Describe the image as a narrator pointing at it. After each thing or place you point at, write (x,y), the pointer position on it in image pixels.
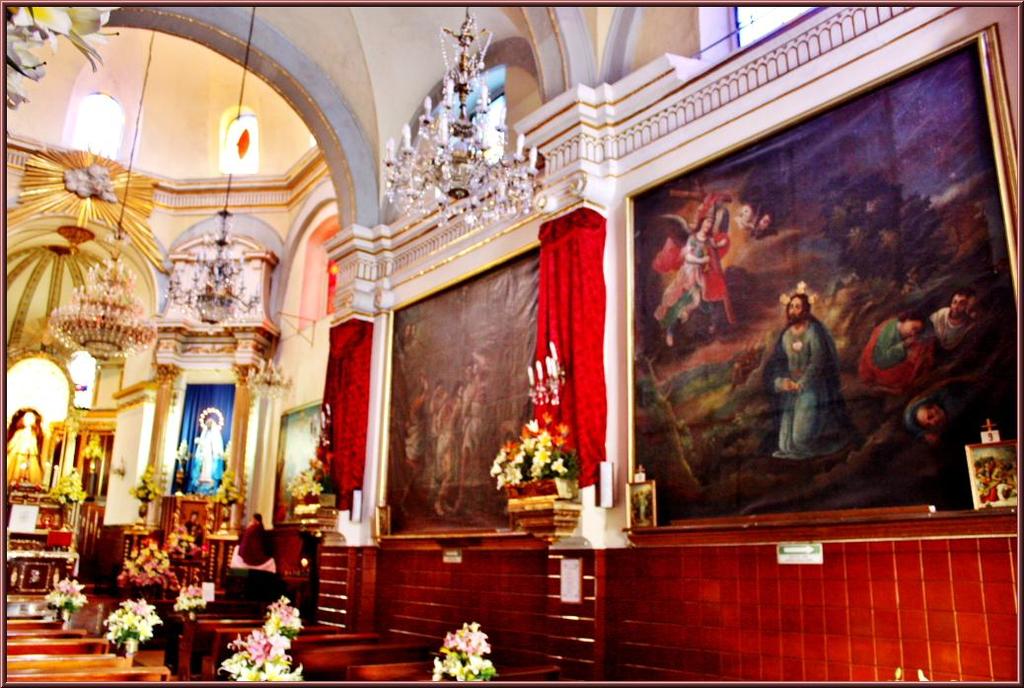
This is clicked inside a church (729,20), there are paintings (683,365) on the wall (555,579) with flower plants (276,665) in front of it and there is chandelier (278,384) to the ceiling (119,50) and there are benches (27,675) on either side of the floor (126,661).
